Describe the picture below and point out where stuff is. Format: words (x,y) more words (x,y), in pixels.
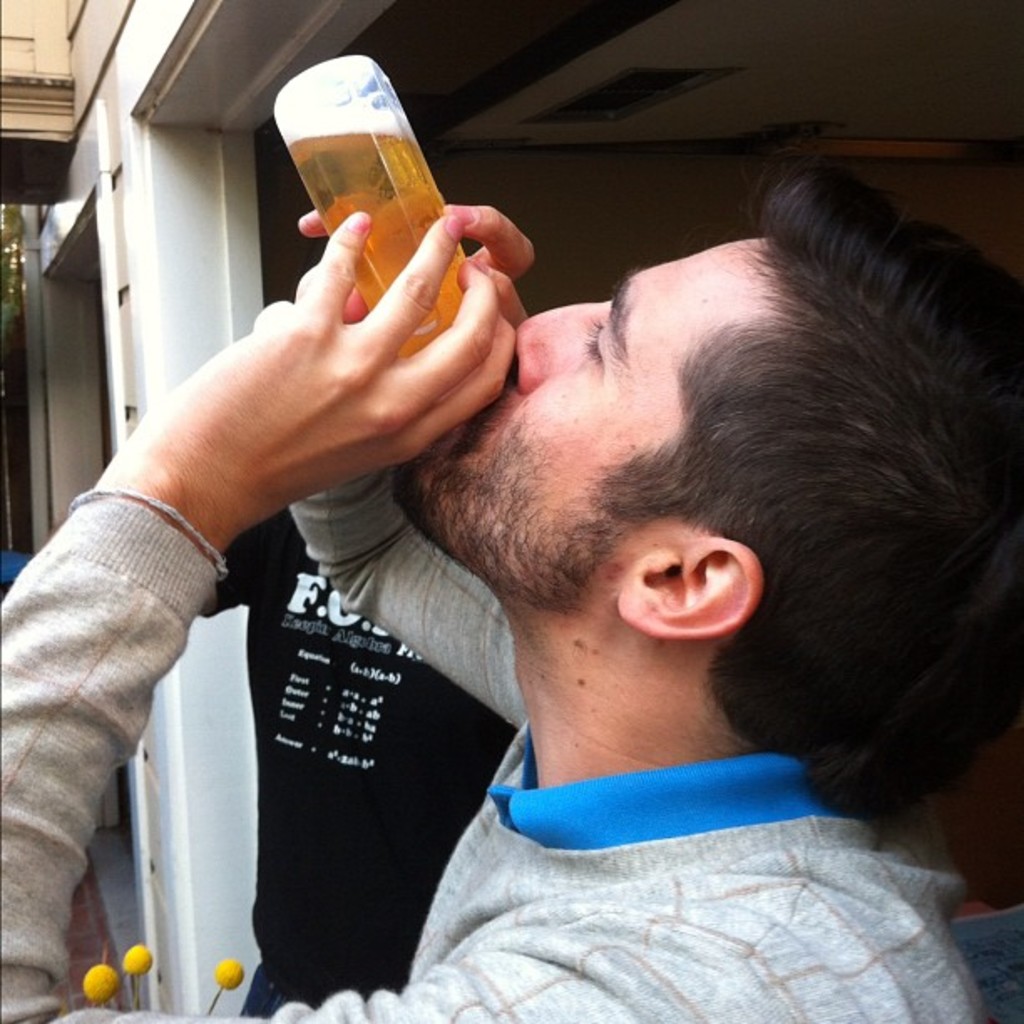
In this image there is a man (628,815) with blue t-shirt (606,812) and grey sweatshirt (657,978) holding a bottle (400,222) and drinking.
